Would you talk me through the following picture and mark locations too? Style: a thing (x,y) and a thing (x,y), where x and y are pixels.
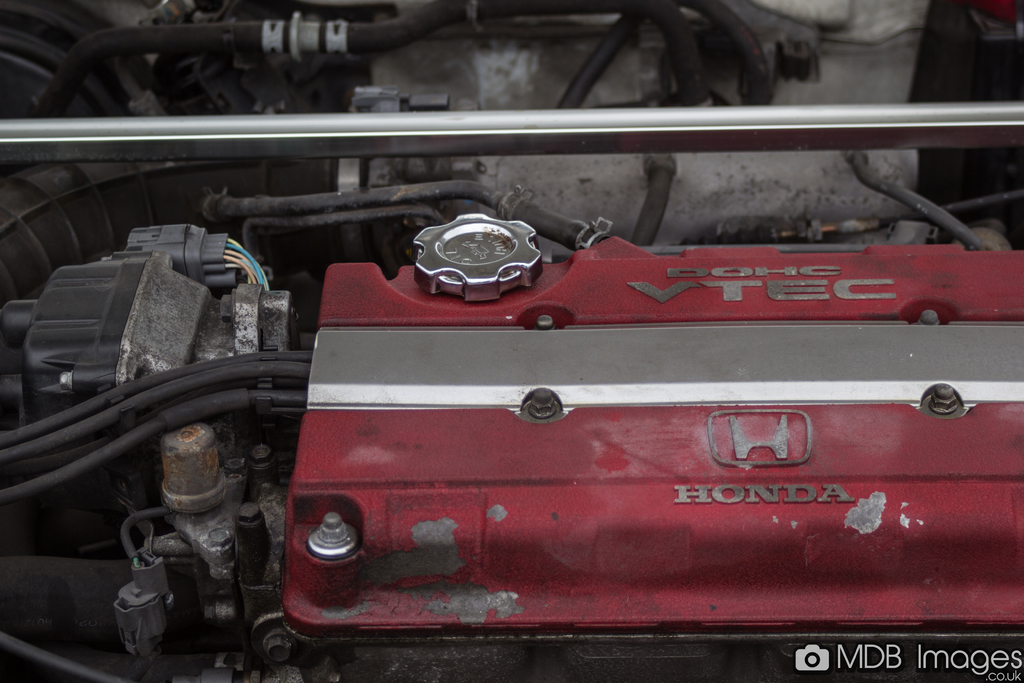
In this image we can see an engine (568,448), here are the wires (557,1).
